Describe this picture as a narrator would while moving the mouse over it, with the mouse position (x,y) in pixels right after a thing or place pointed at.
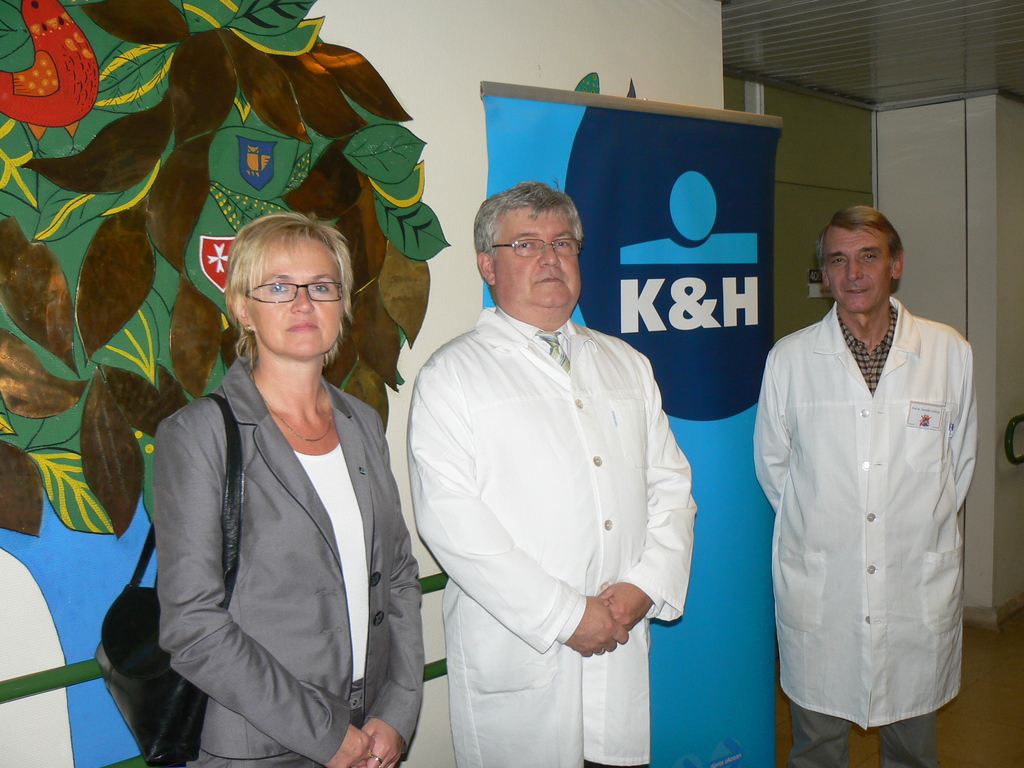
In this picture, we can see a few people (831,271), and we can see the wall (420,161) with poster (656,185) and some text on it, and art (25,252), doors (785,315), and we can see the roof (883,55).
